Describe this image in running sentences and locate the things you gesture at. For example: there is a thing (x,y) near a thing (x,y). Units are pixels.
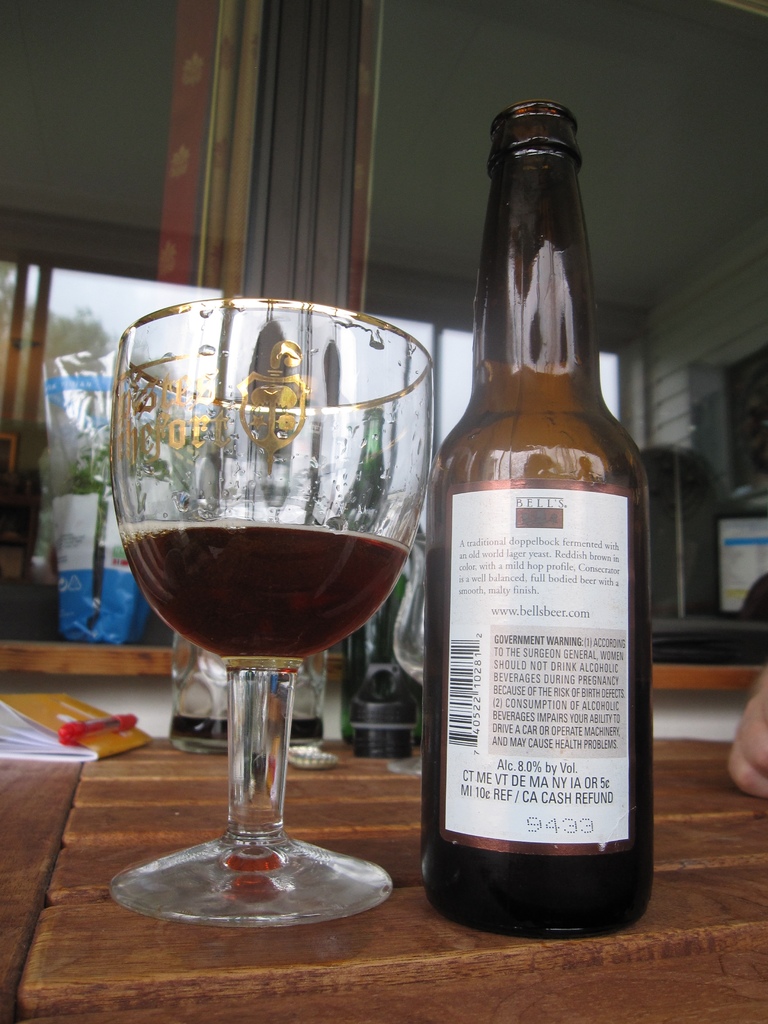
There is a beer bottle (452,749) with glass (282,724) and some beer (285,525) in it.
